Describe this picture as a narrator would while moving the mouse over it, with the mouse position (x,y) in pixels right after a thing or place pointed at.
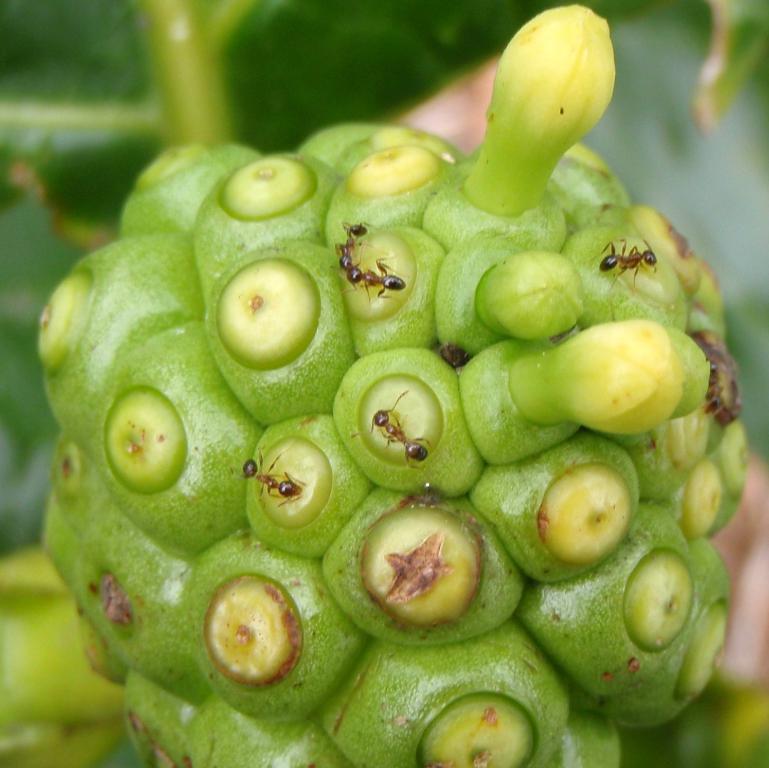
This is a part of a plant (150,379) where I can see three buds (554,145) to it and I can see few ants (379,280) on this. On the top of this image (317,65) a green color leaf (298,59) is visible.
